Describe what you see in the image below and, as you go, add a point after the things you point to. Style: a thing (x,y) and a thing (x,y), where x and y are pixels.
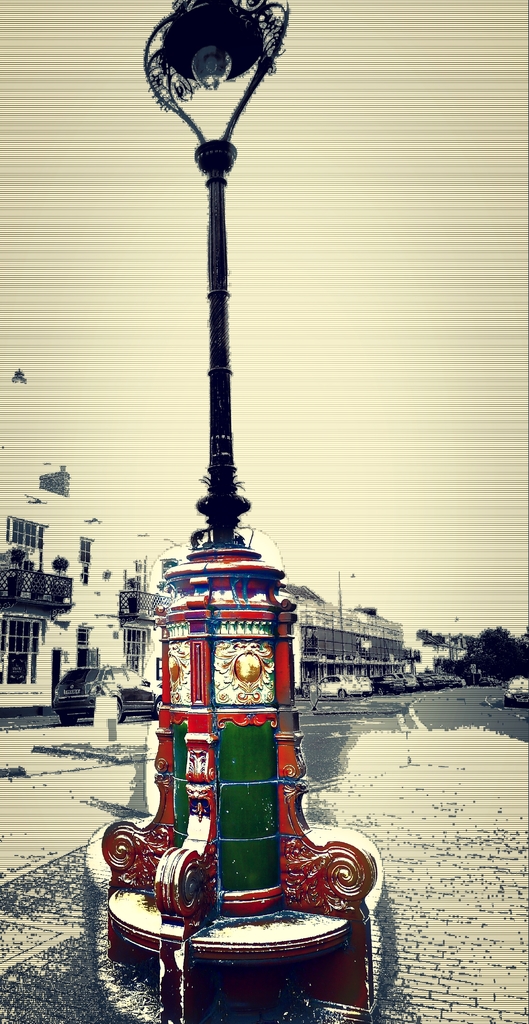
In this image, we can see a pole (215,532) with light (211,66). Background (2,687) there are so many buildings (301,674), vehicles (519,685) are on the road (414,715). Here we can see plants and trees (488,650).
